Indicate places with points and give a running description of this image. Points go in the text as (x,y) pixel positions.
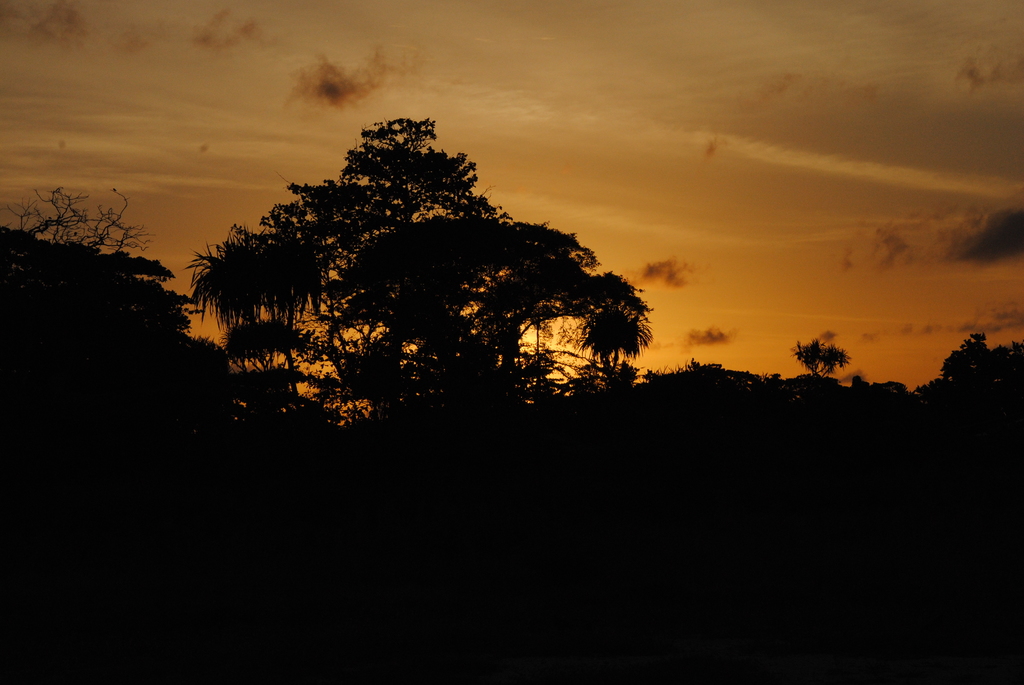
There are trees (878,511). In the back (577,128) there is sky (399,103). And the image is dark.
